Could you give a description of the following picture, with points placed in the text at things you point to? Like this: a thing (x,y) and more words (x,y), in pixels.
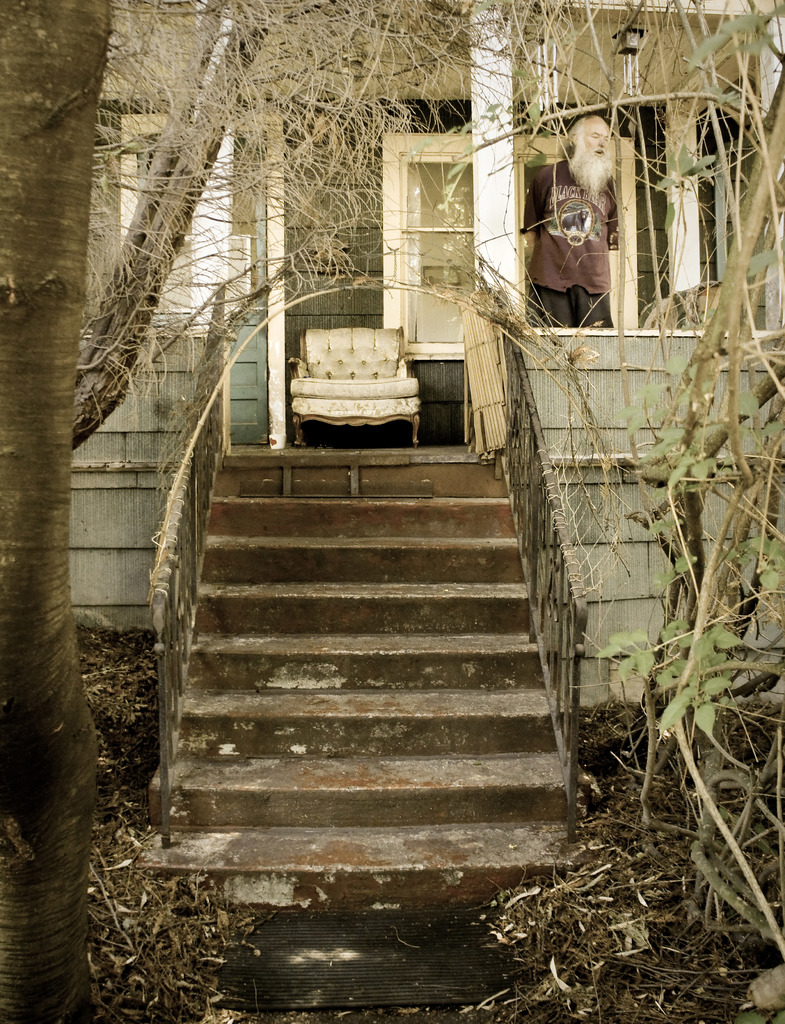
In this image I can see the trees (65,333). In the background (370,667) I can see the house (269,233) with stairs (373,634), railing (527,577) and the glass doors (421,351). I can see the one person (554,295) standing inside the house (411,303) and there is a couch (353,375) to the side of the person (558,277).
